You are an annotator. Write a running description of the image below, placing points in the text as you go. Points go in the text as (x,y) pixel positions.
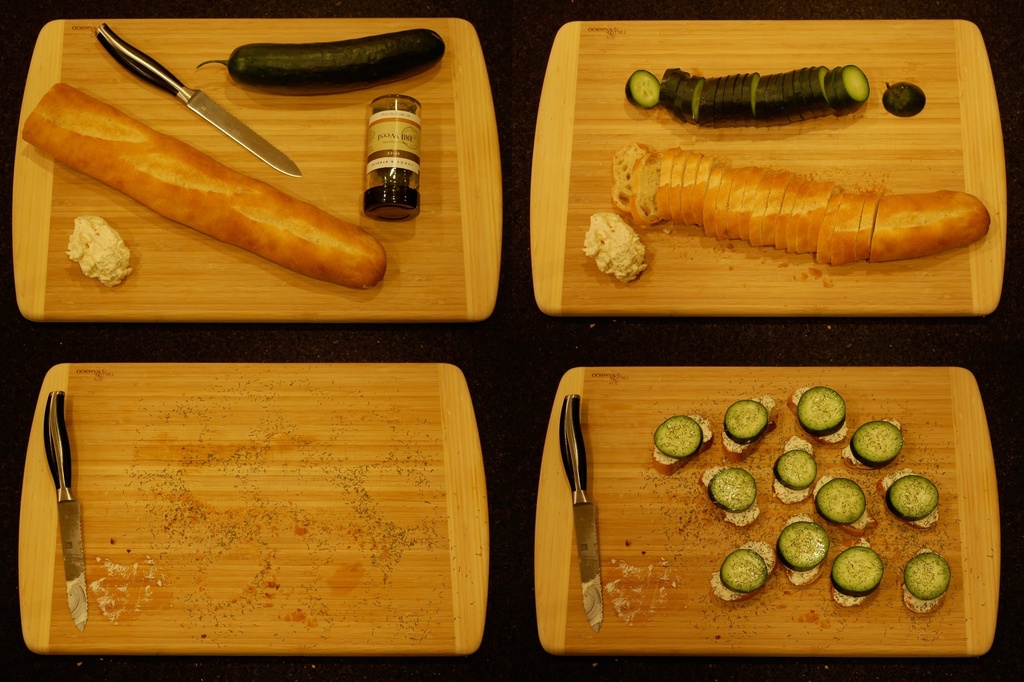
In this image there are four choppers (391,281) visible in the middle (389,244), on which pieces of bread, knives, bottle (408,96), another vegetable (307,77), pieces of vegetable (806,456) visible.
